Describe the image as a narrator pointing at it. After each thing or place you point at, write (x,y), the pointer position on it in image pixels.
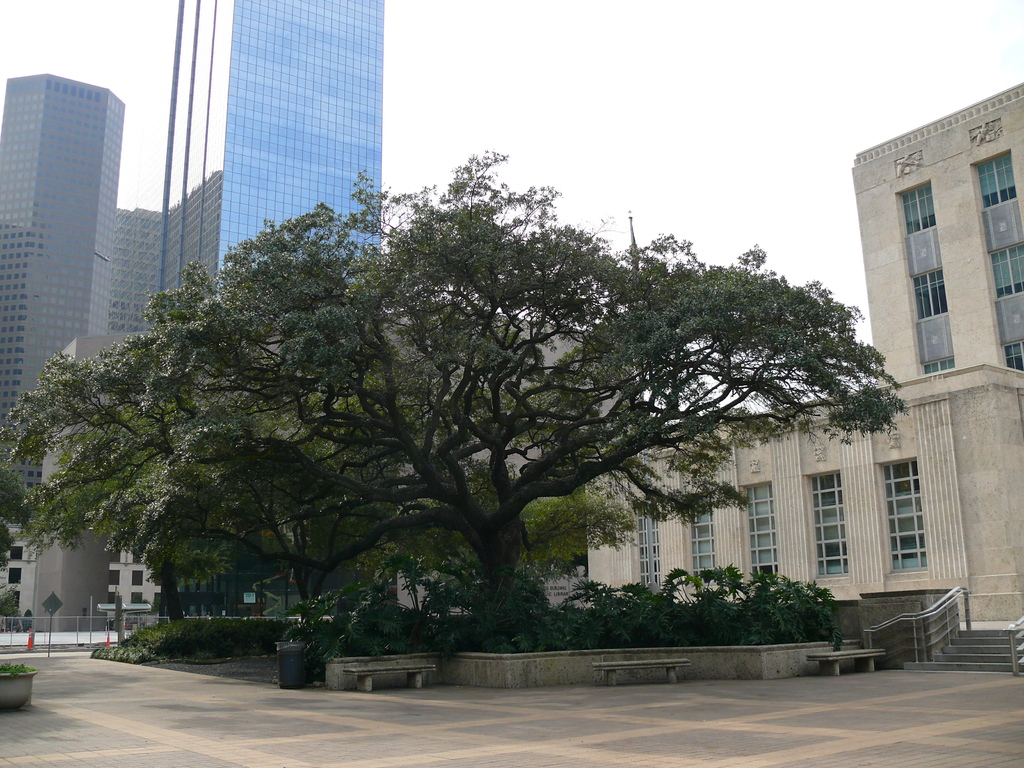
In this image we can see buildings (44,195), tree (483,293). At the bottom of the image (419,710) there is pavement (327,699). There are plants (459,622). To the right side of the image (934,658) there is staircase (958,664) with railing (945,634). There are benches (671,660). At the top of the image (632,30) there is sky (613,62).
